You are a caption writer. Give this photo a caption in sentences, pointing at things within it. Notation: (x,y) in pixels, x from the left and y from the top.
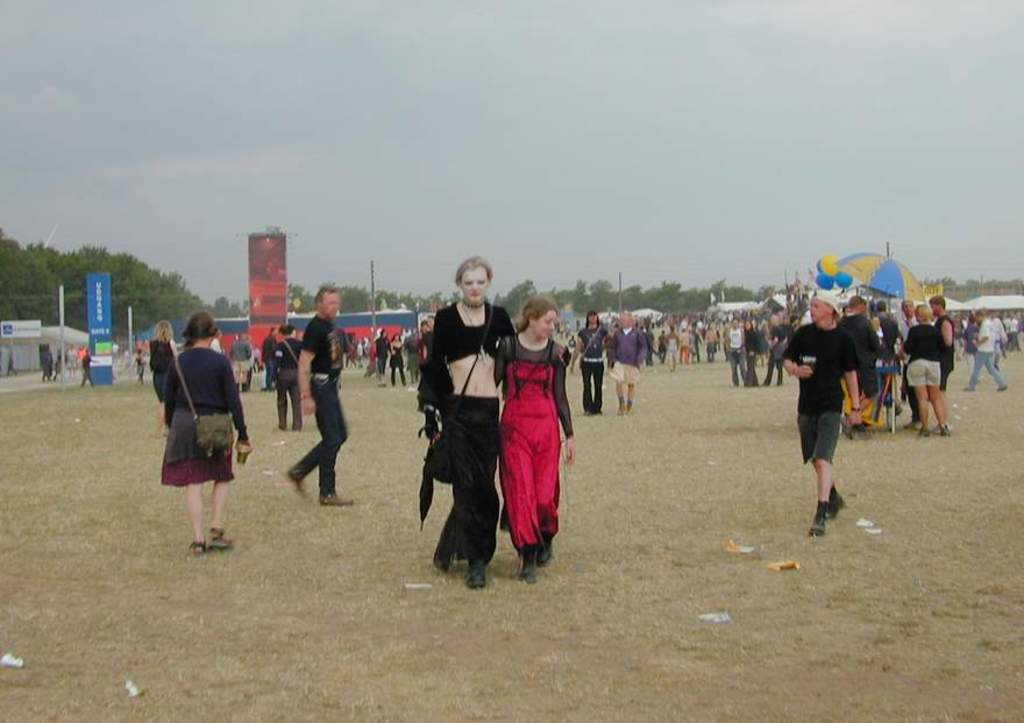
There are people (185,415), few people (334,318) walking and few people (927,320) standing. We can see umbrella (882,282) and balloons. In the background (583,313) we can see banners (252,319), poles (132,307), sheds (50,336), trees (997,292) and sky (532,215).
